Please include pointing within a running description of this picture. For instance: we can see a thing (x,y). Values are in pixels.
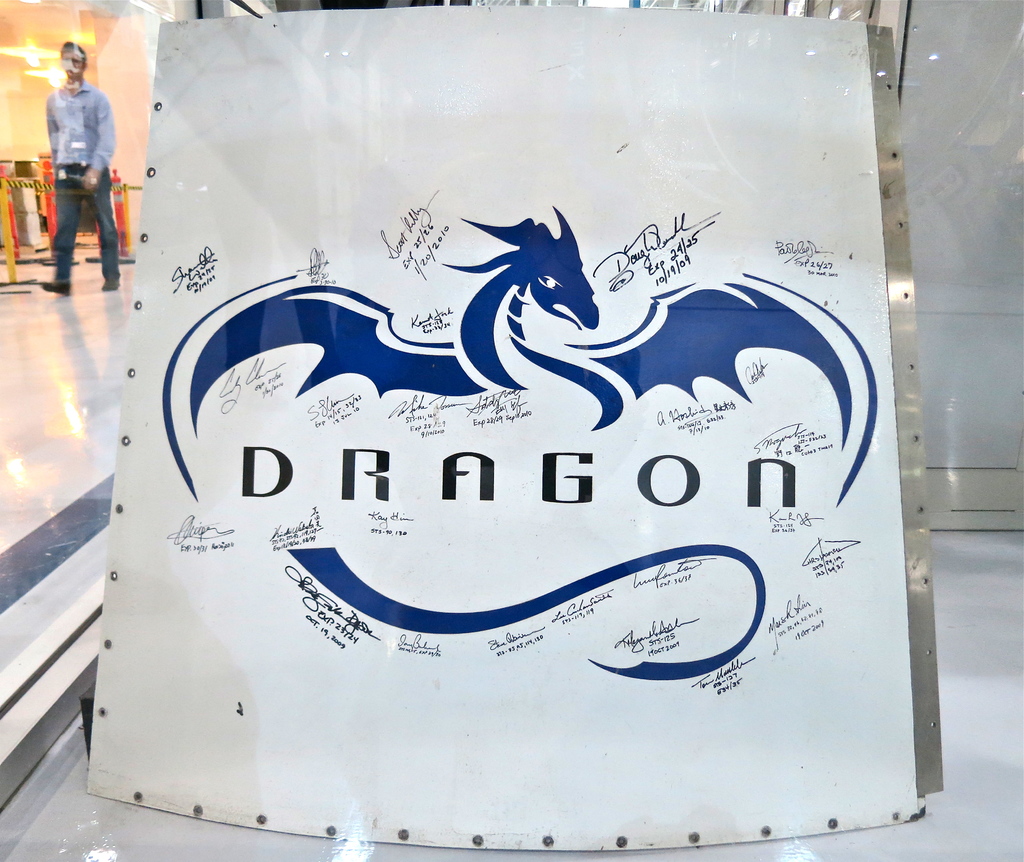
In this picture it looks like a metal panel (742,326) with a dragon image (777,299) on it.
